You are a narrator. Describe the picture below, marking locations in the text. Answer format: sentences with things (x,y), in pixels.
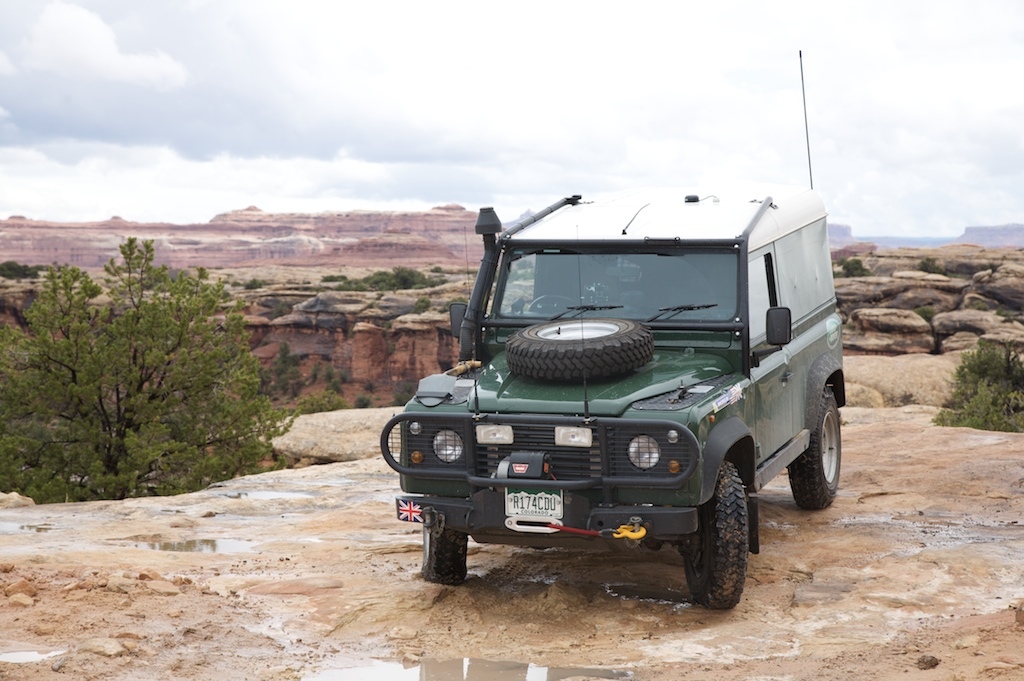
In this image in the center (571,438) there is one vehicle (605,280), and at the bottom (639,621) there is some mud (214,511) and in the background (137,320) there are some mountains (883,237), rocks (969,253) and some plants (1008,393). And at the top of the image (644,117) there is sky (812,141), and in the center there is one pole (807,117).
